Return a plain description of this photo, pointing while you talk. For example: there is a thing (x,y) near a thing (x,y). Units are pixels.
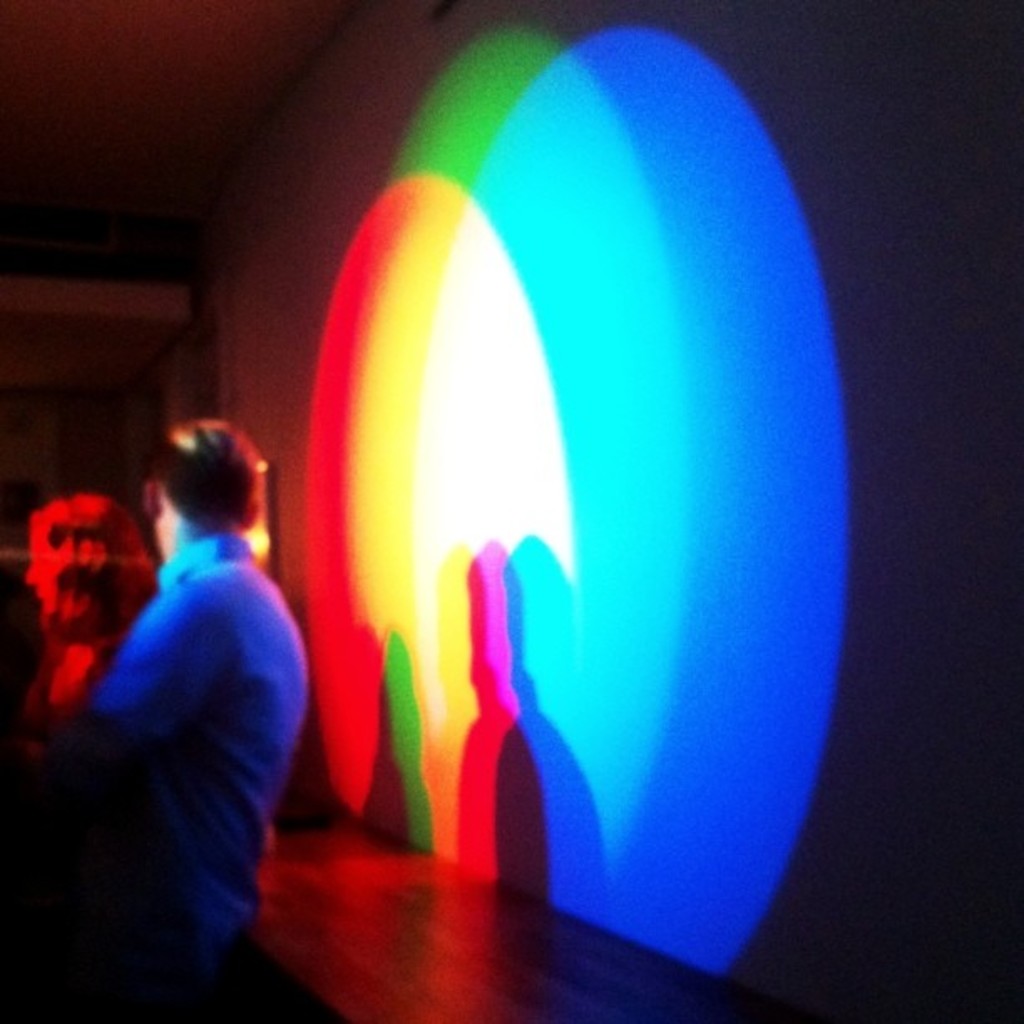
This picture is slightly blurred, where we can see two persons (195,679) are standing. Here we can see the red, yellow, white, green and blue color lights (528,328) projected on the wall (643,660). The background of the image (132,185) is dark.
